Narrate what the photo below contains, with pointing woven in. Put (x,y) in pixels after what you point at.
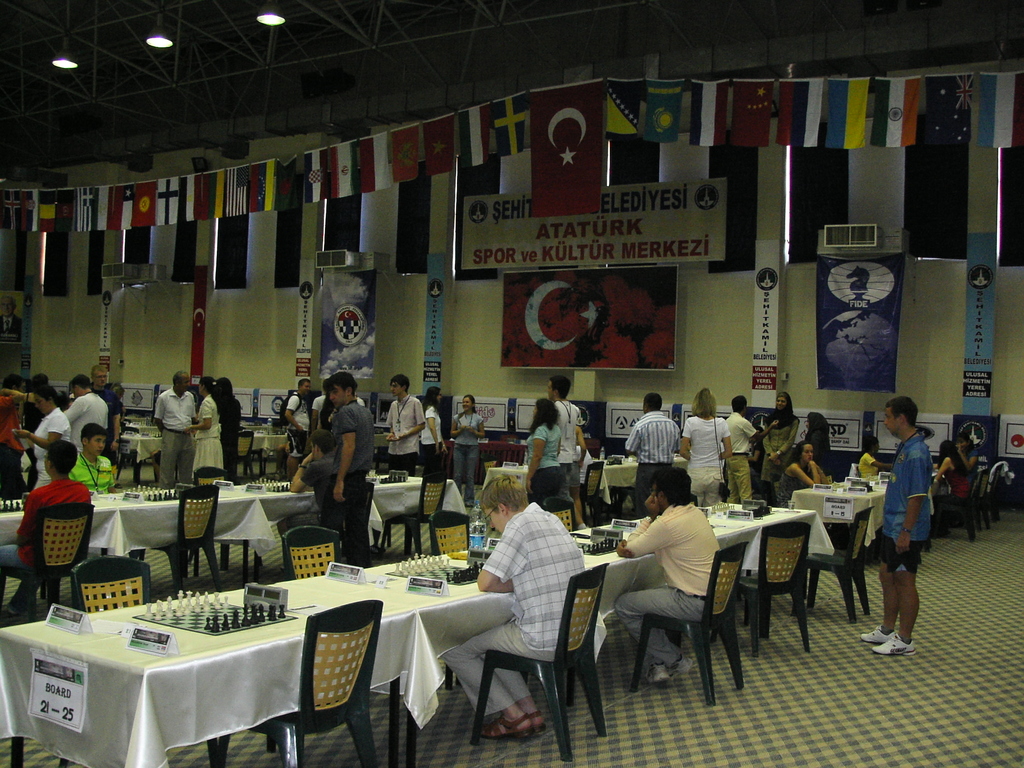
In this image I can see number of people (895,476) where few of them are sitting and few of them are standing. In the background (996,131) I can see flags (1010,125) of different countries.
